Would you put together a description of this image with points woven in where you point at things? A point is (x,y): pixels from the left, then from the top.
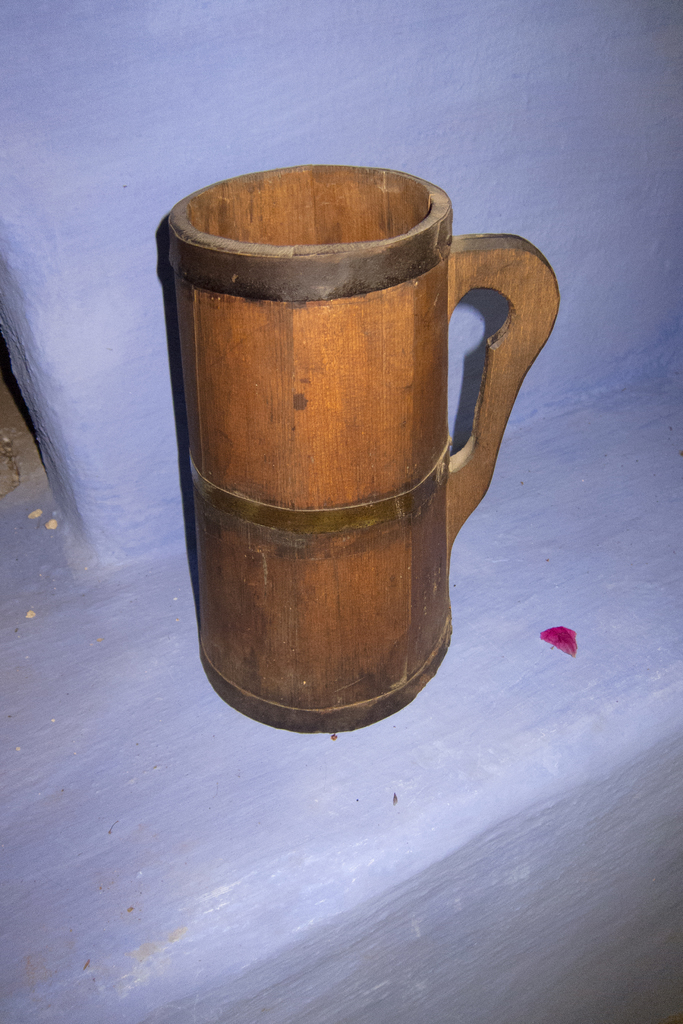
This is a zoomed in picture. In the center (416,421) there is a wooden jug (389,421) placed on the top of the blue color object (187,663). In the background (108,79) we can see the blue color object (128,156) seems to be the wall (221,115).
